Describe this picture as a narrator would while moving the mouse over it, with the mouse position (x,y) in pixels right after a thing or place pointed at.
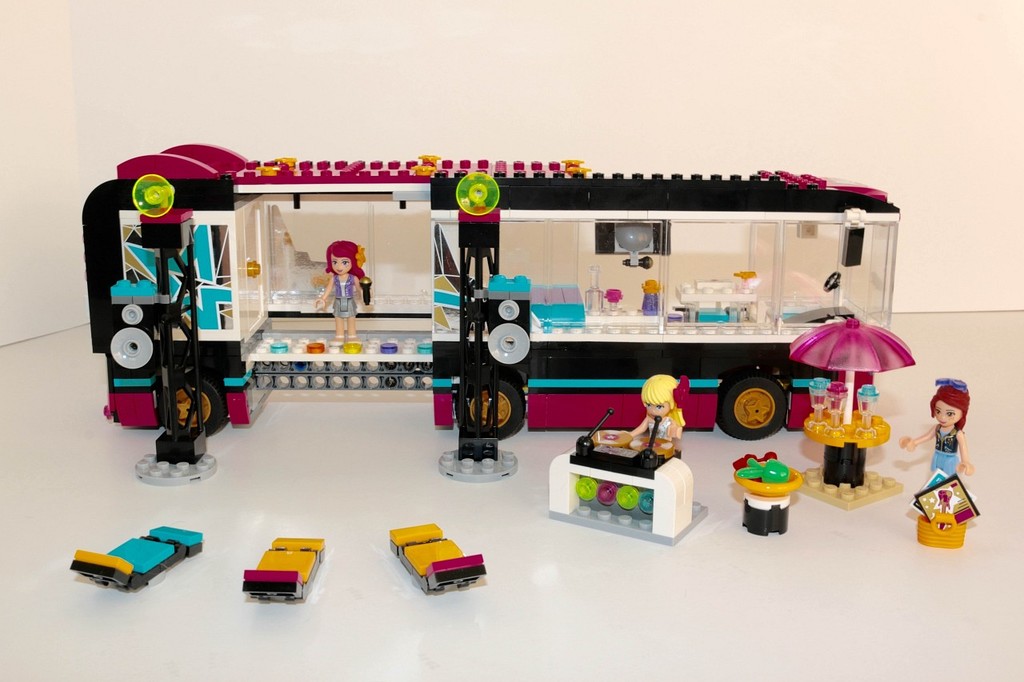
In this picture I can see few miniatures (569,410) and looks like a wall (781,131) in the background (734,142).
